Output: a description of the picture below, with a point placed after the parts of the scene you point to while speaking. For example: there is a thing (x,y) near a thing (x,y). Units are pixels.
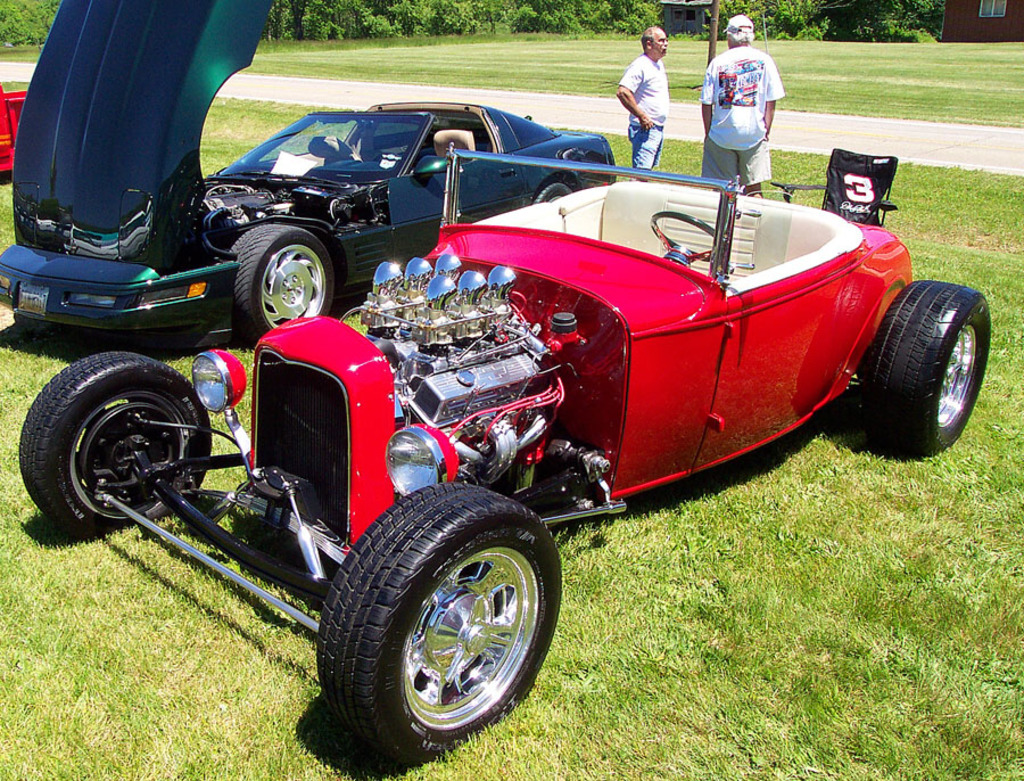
In the foreground of the picture (775,267) I can see an ancient car (809,327) on the green grass (799,580). There are two men (643,110) standing and they are having a conversation. I can see another car (365,176) on the left side (339,217) and I can see the bonnet (203,109) of the car (358,159) is opened. It is looking like a house (960,38) and there is a glass window (1005,7) on the top right side (980,10). In the background (584,3), I can see the trees (553,11). I can see a deck chair (875,188) on the right side (856,198).
